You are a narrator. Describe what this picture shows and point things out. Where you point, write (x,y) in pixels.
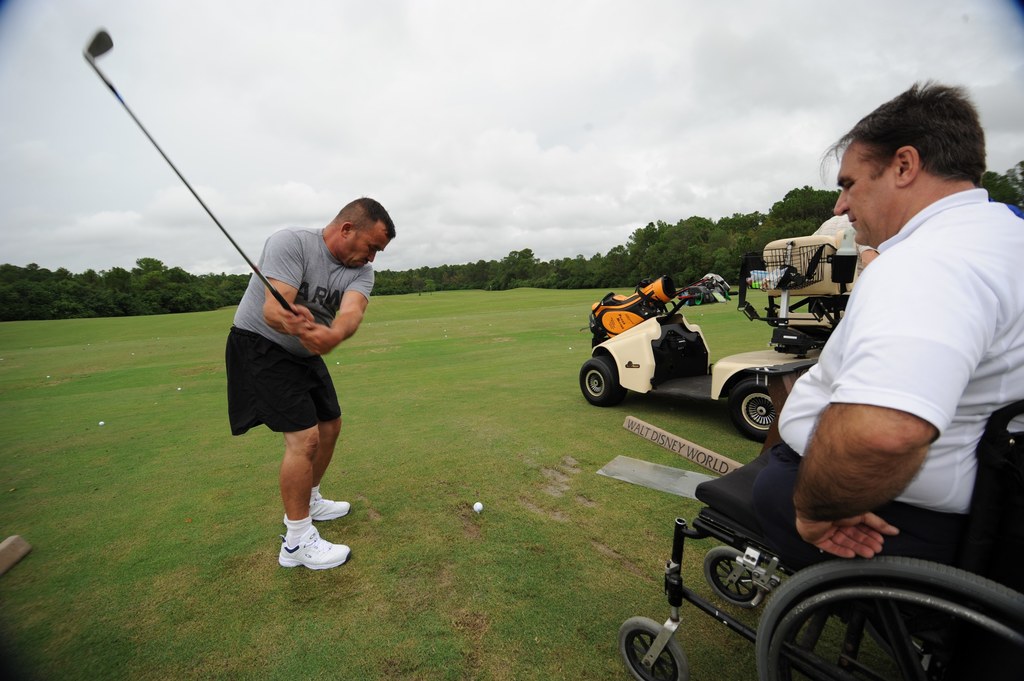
This is the man (335,344) standing and holding a golf bat (177,170) in his hands (319,337). This looks like a golf ball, which is on the grass (472,518). On the right side of the image (815,479), I can see another person (872,487) sitting on the wheelchair (794,597). I think these are the vehicles (716,370). I can the trees (75,297). This is the sky (423,153).
